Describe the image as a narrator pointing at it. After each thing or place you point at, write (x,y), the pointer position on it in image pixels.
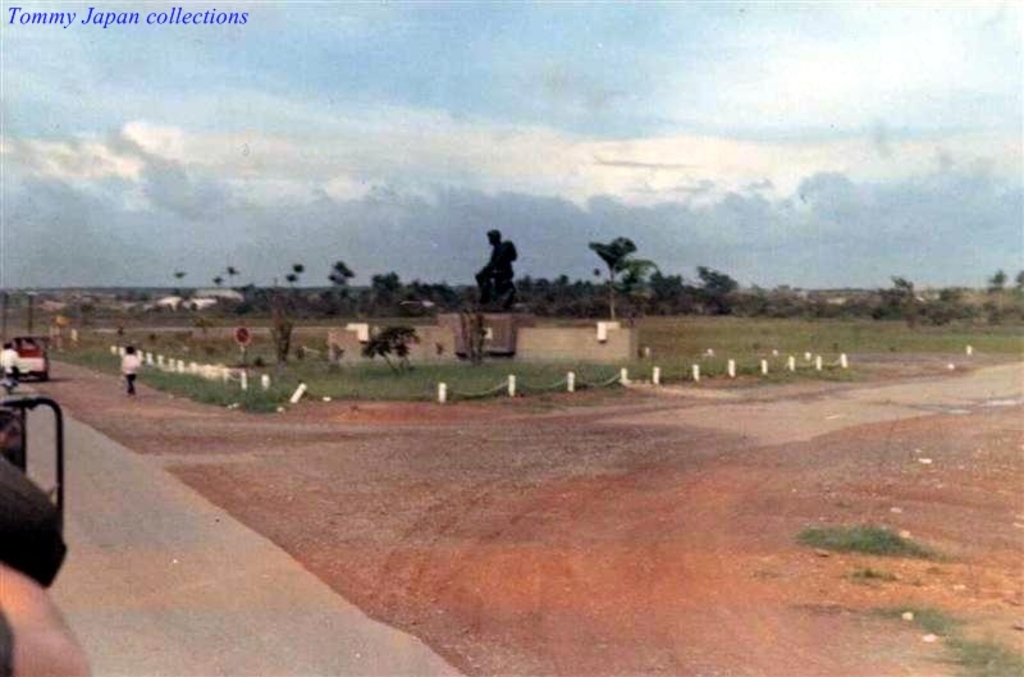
In the picture we can see a photograph of a road (788,399) and beside it we can see a grass surface (114,363) and around it we can see a fencing stones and near to it we can see a person (128,371) standing and in the background (151,287) we can see trees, and sky (879,172) with clouds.
